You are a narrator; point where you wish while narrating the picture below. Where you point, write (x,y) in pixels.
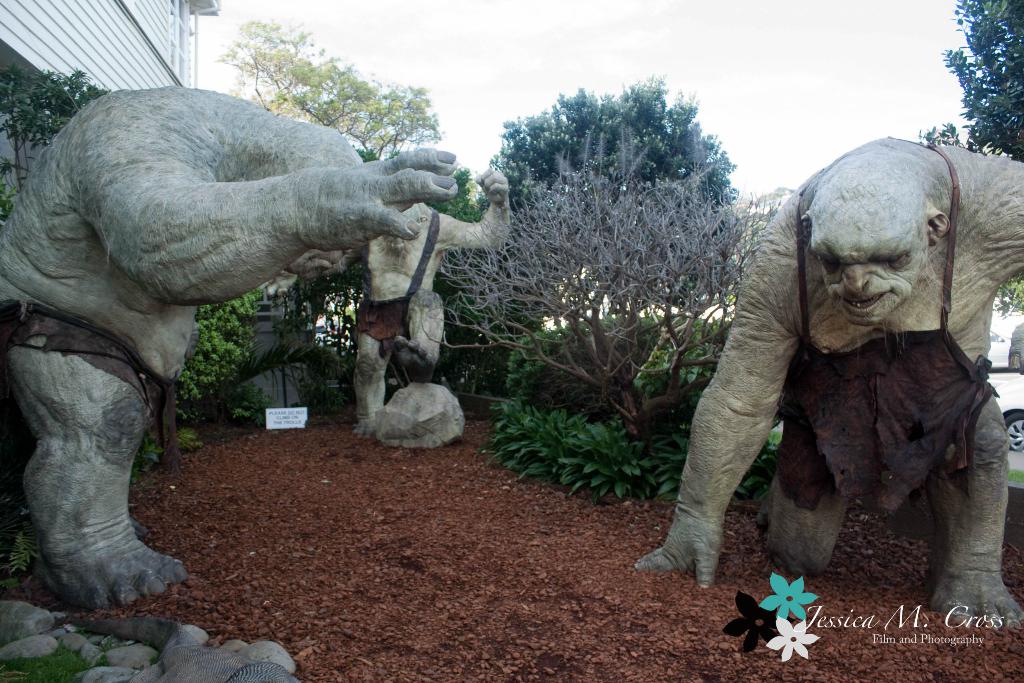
In this picture we can see statues (842,359) here, at the bottom (493,564) there is soil (492,566), we can see some trees (337,109) in the background (687,153), at the right bottom (906,625) there is some text (852,630), we can see the sky (537,44) at the top of the picture (518,35).
